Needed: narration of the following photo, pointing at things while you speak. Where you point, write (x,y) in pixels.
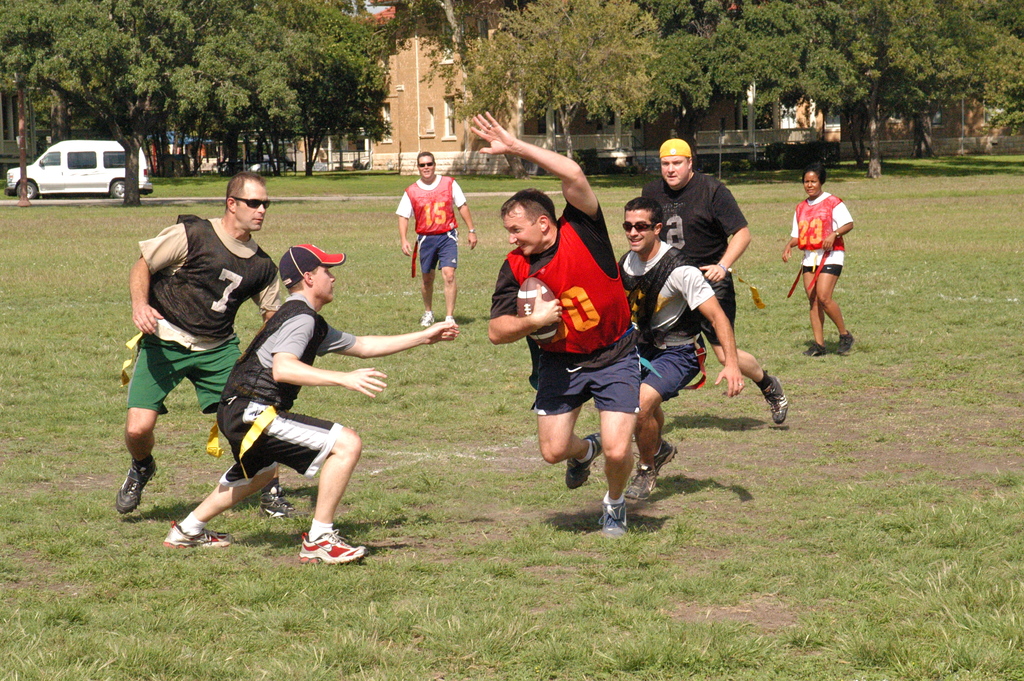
This image is taken in a garden (845,295). There are seven person (144,257) in this image. They are playing a game. In the background (73,171), there is a white car (80,141) to the left (100,172). And there are trees (508,83), buildings (971,135) and plants (807,152) in the background (916,141). In the front (602,319), the man (567,258) holding ball (535,288) is wearing red jacket (591,280).
